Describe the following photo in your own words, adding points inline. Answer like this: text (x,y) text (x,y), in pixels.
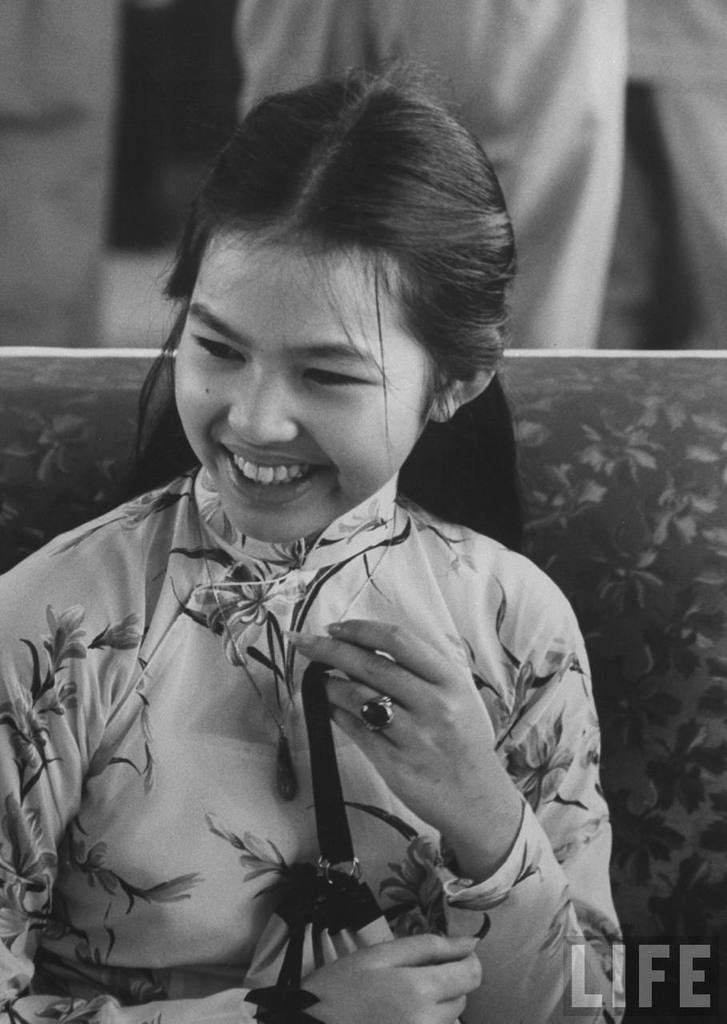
In this picture I can see a woman (282,543) in front (373,652) and I see that she is holding a thing (328,896). I can also see that she is smiling. On the bottom corner of this picture (616,993), I can see the watermark (656,980) and I see that this is a black and white image.
